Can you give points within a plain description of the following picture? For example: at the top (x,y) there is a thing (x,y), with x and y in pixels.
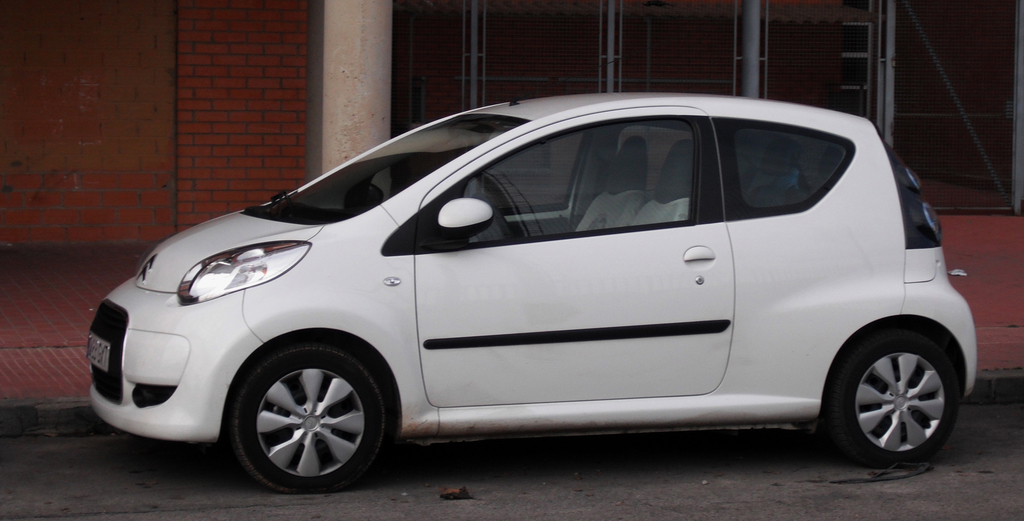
In this image we can see a white color car (602,413) on the road (224,473). In the background (252,81), we can see the pillars (362,144), brick wall (210,193) and the fence (862,75).
